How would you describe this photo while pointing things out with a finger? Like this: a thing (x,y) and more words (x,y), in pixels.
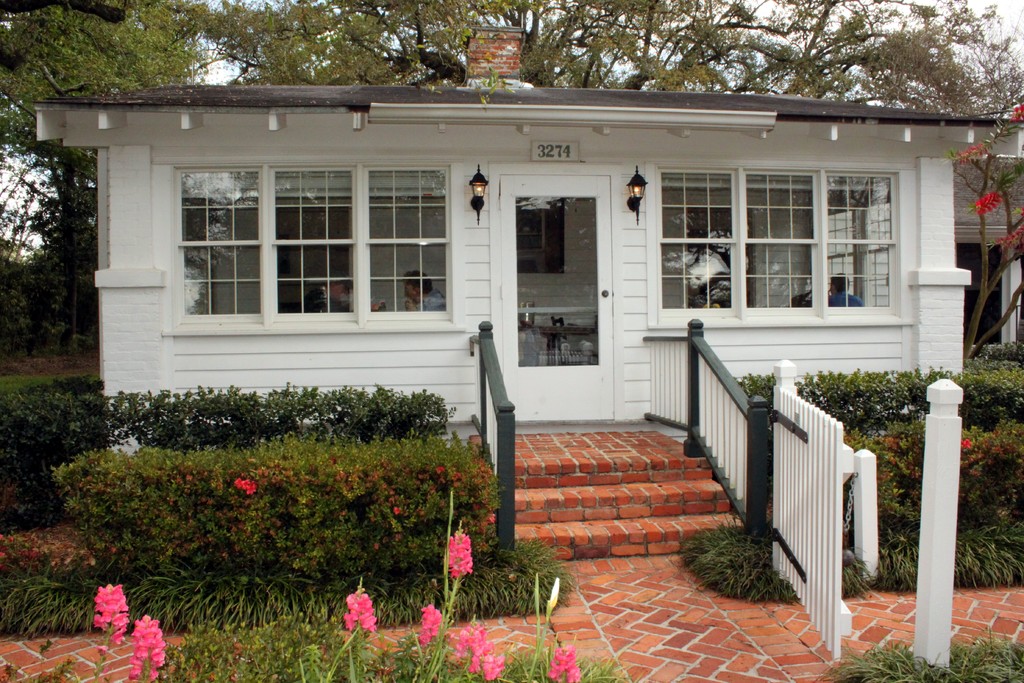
In this image at front (277,520) there are plants (996,423). At the center (380,279) there is a building (908,254). In front of the building (585,399) there are stairs (595,478). At the background (621,58) there are trees (700,50) and sky (785,15).
